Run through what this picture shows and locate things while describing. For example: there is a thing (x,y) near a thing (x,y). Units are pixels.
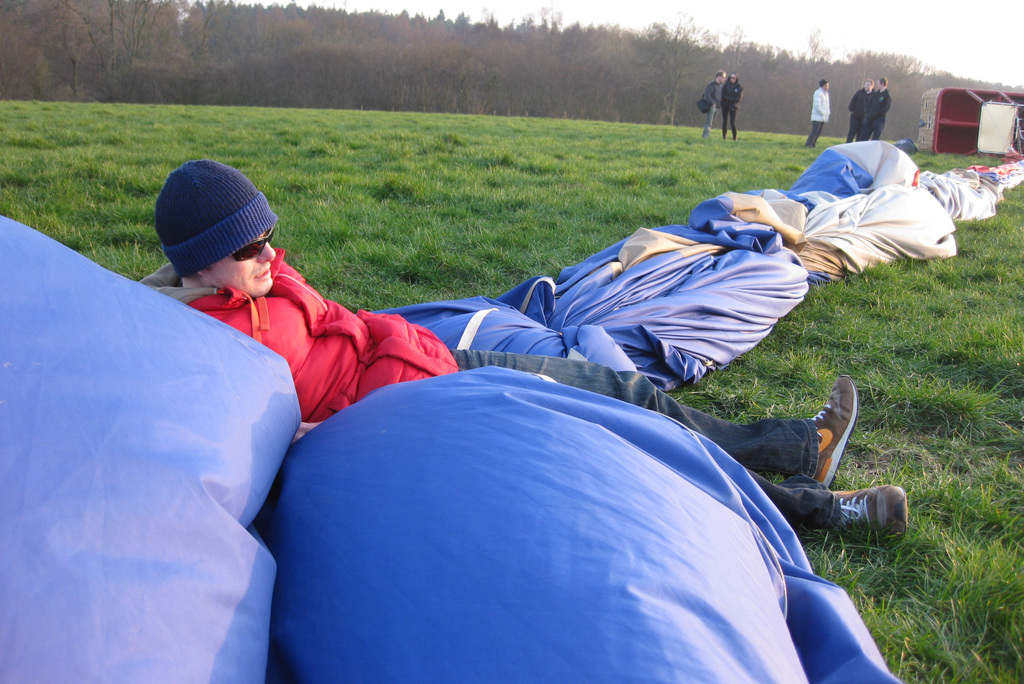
In the foreground of the image (195,238) there is a person (215,292) lying on the hot air balloon (437,333) wearing a red color jacket (279,333). In the background of the image (97,27) there are trees (622,104). There are people (865,120) standing. At the bottom of the image (959,629) there is grass (938,621).
